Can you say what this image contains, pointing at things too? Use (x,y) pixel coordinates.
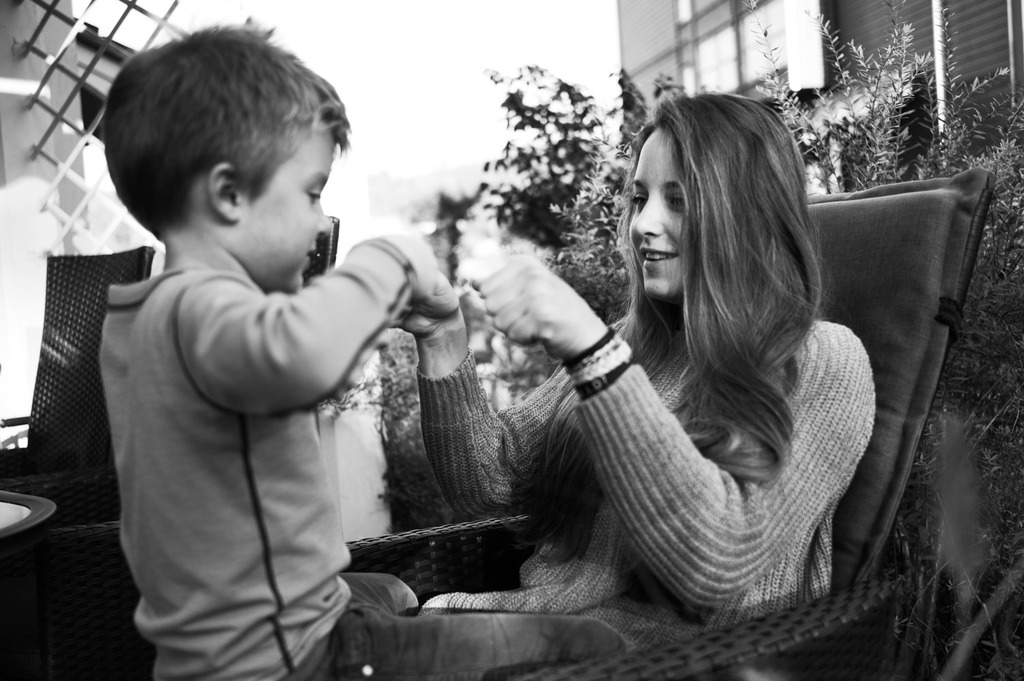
In this black and white picture a woman (821,414) is sitting on the chair (842,498). She is having a boy (369,599) on her lap (426,658). Left side (113,267) there are few chairs (95,467). Before it there is a table (23,533). Behind the chair (56,517) there is a fence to the wall (74,244). Behind the women (608,479) there are few plants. Behind there is building (841,16). Top of the image (470,63) there is sky (470,63).
